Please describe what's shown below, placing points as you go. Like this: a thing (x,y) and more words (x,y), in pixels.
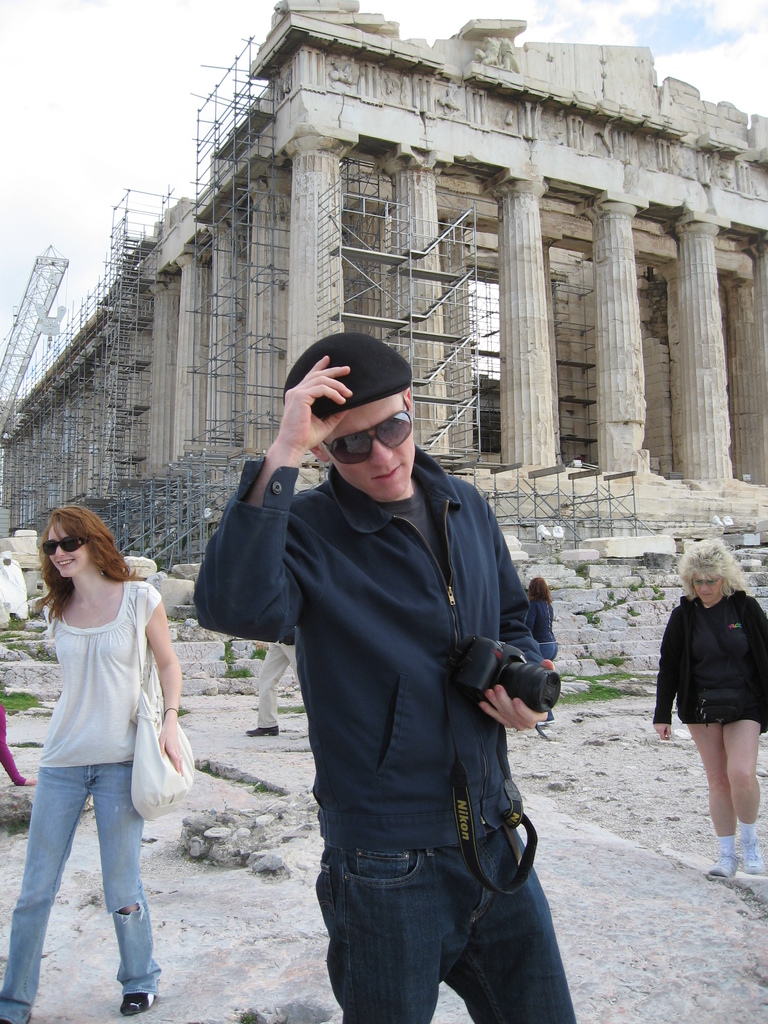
In this image I can see three people (74,653) with different color dresses (95,691). I can see three people (104,568) are wearing the specs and one person (286,468) with the cap (311,360). I can also see one person (131,791) wearing the bag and another person (454,737) holding the camera (522,676). In the background (260,334) I can see the building (575,84), clouds (255,22) and the sky (635,17).
